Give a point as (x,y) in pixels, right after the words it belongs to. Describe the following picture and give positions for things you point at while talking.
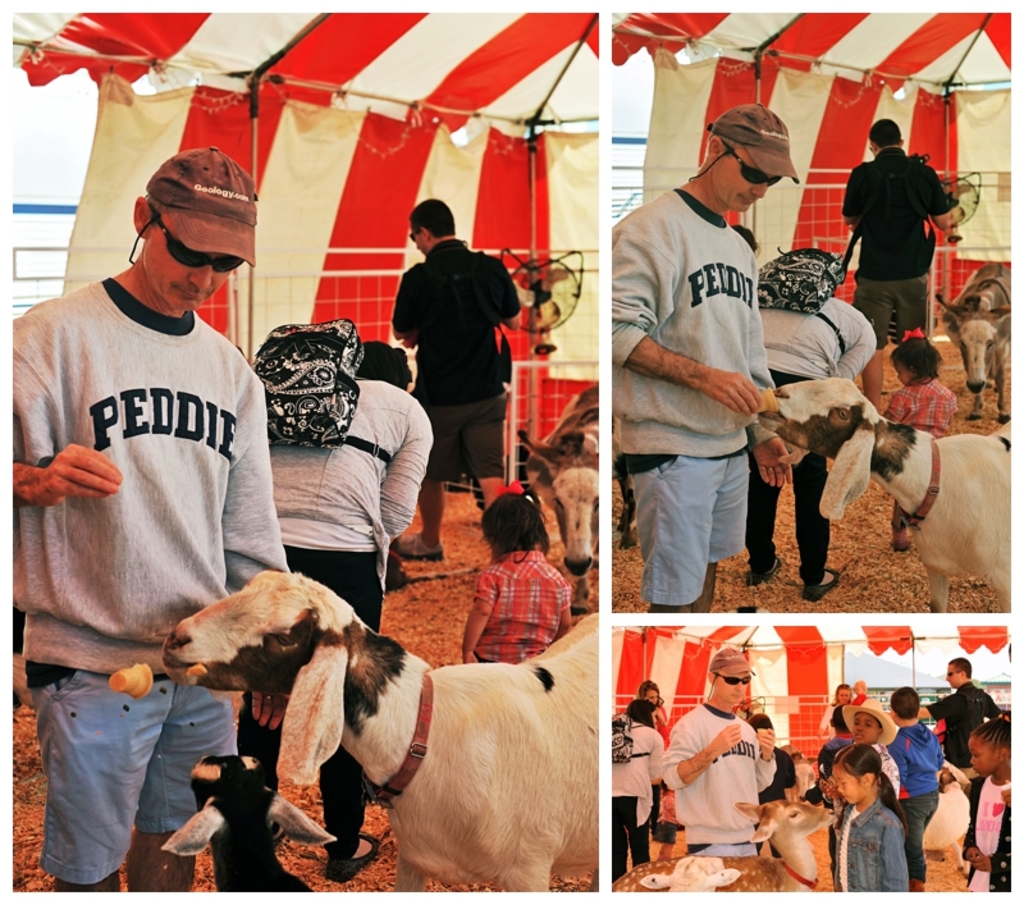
In this picture I can see collage of similar images, I can see a tent (590,175) and couple of goats (989,526) and I can see few people (709,404) standing and I can see a man (157,470) feeding goat (361,681) with his hand (720,393) and I can see a cloudy sky (58,107) and a man (766,168) wore cap (770,167) and sunglasses (776,181) on his face (741,203) and I can see a table fan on the back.
